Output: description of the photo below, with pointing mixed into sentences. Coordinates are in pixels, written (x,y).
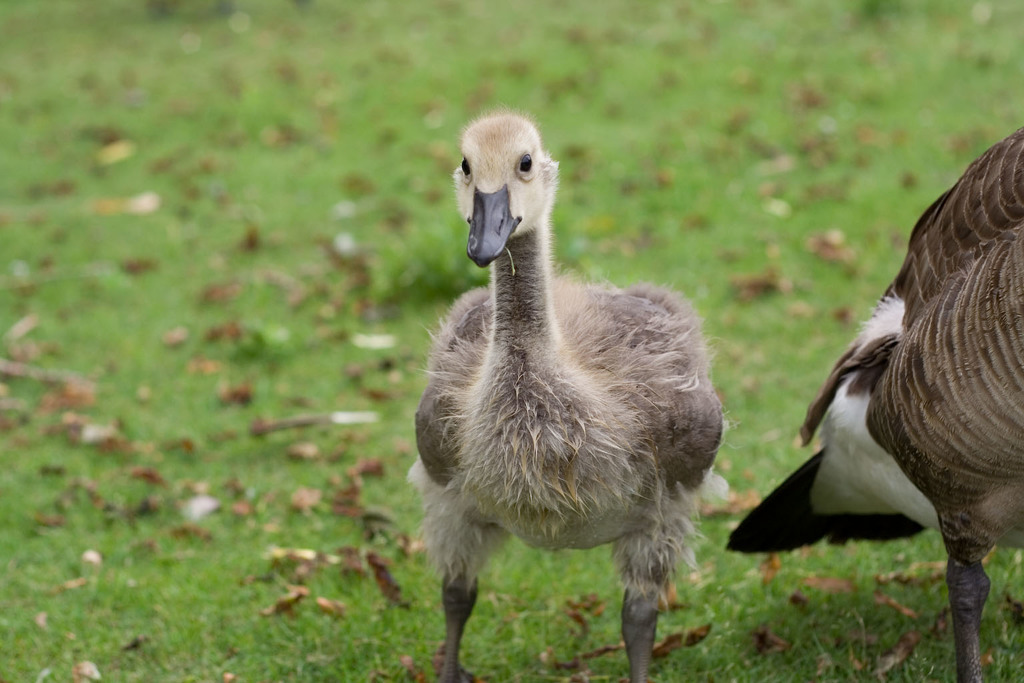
In the middle of the picture (444,445), we see a duck (489,472). It has a black beak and it is looking at the camera. At the bottom of the picture (274,581), we see the grass (244,574) and dried leaves (313,456). In the background (294,140), it is blurred.
